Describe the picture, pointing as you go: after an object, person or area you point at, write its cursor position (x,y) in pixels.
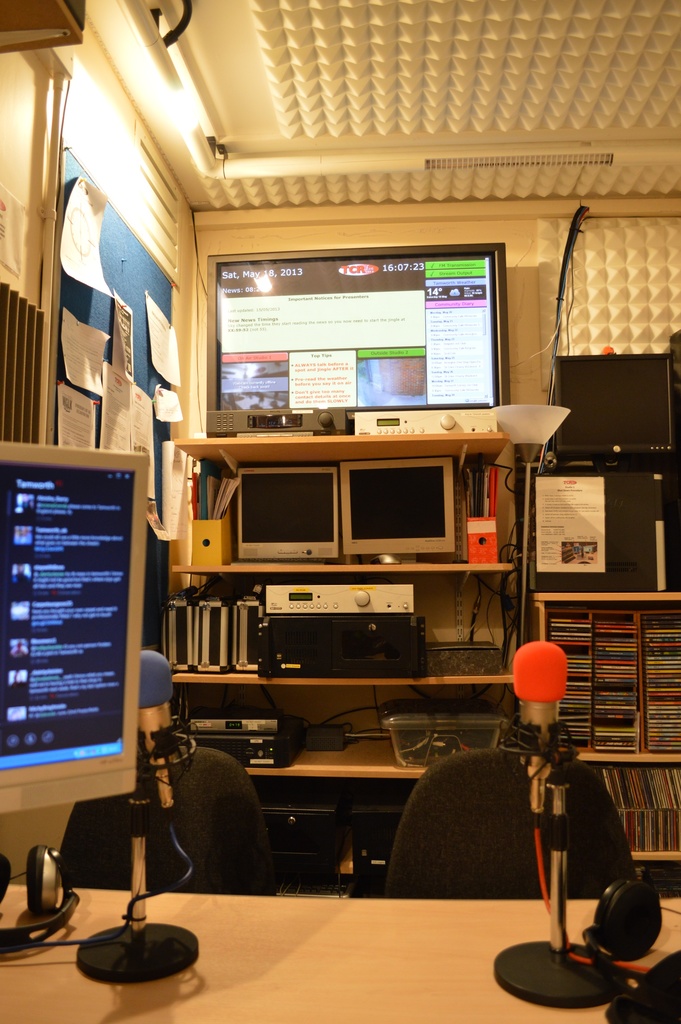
In this picture I can see there is a monitor (53,704) at left (65,730) and there are two microphones (159,777) placed on the table (462,977) and there are two chairs (249,820), there is another monitor (220,382) in the backdrop (229,393) and there are two small screens (308,524), there are few equipments (341,659) and there are few objects (626,731) placed in the shelves (637,761) and there is a notice board (107,270) at left (144,362).
